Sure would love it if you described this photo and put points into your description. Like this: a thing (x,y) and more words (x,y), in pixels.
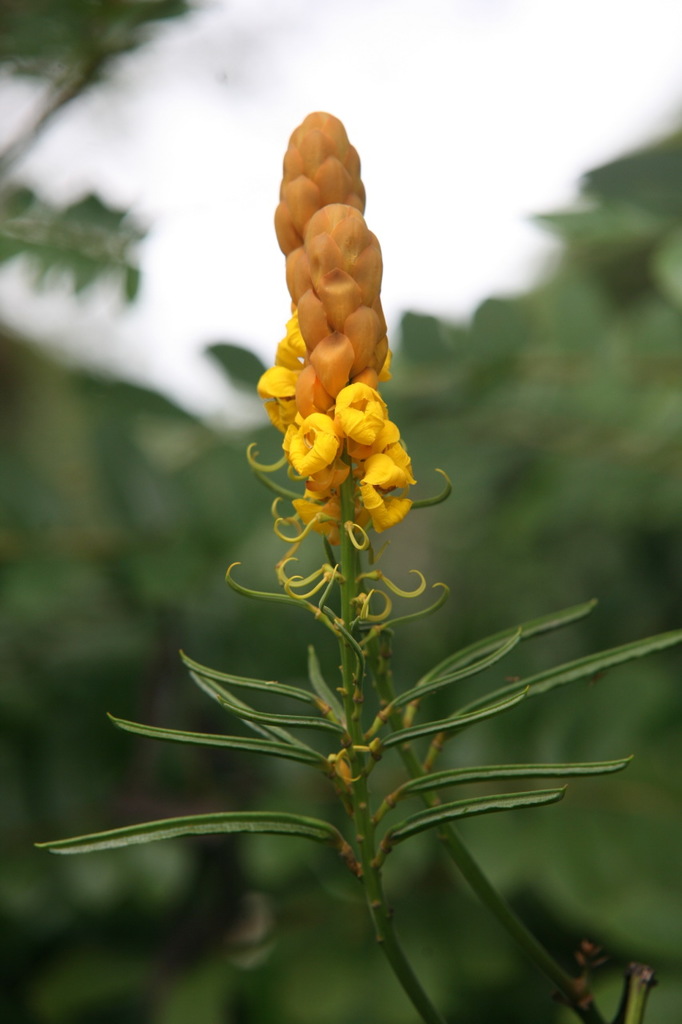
There is a plant (322,257) in the foreground area of the image (334,414), there is greenery (487,436) and the sky (256,226) in the background (402,399).
